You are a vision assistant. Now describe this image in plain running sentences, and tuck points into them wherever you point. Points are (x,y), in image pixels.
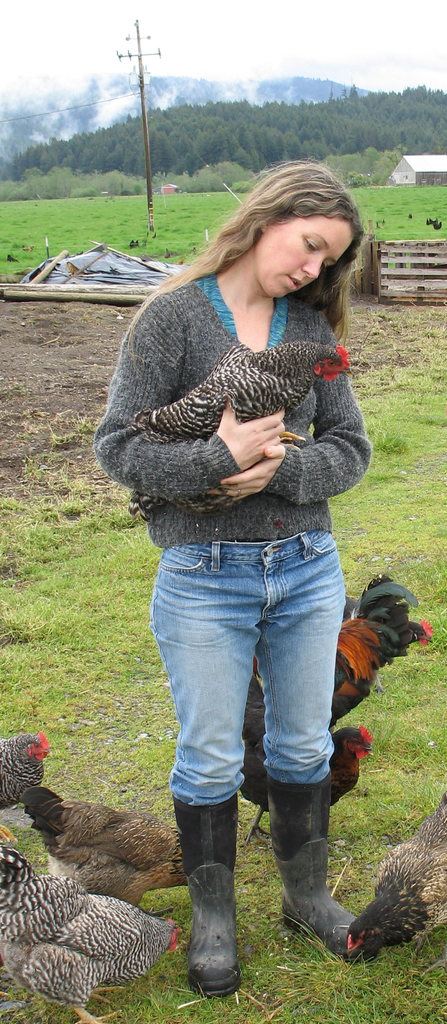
There are hens (74,855) on the grassland (17,827) and a girl (221,593) holding a hen (239,386) in the foreground area of the image (275,620), there are trees (323,139), grassland (414,189), house structure (415,161), pole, it seems like mountains (296,93) and the sky (321,67) in the background (235,12).
